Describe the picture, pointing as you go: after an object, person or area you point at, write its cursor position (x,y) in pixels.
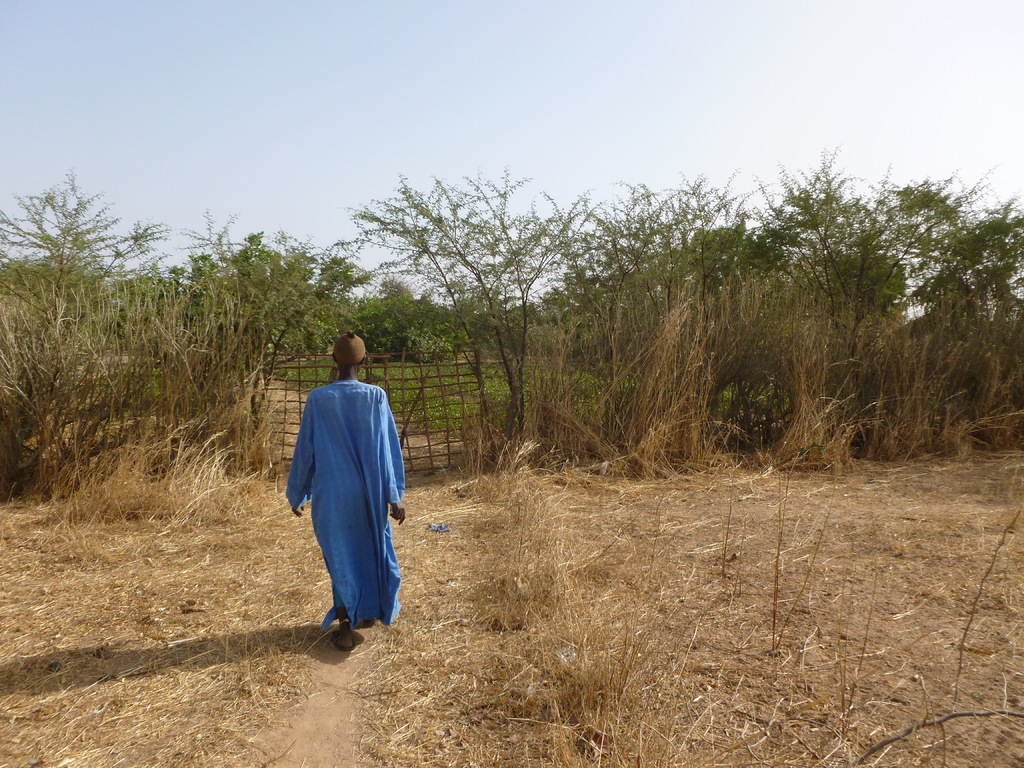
In this picture I can see there is a man (346,436) walking here and there are plants (128,315) and trees (393,307) here. The man (333,473) is wearing a blue shirt (351,482).
